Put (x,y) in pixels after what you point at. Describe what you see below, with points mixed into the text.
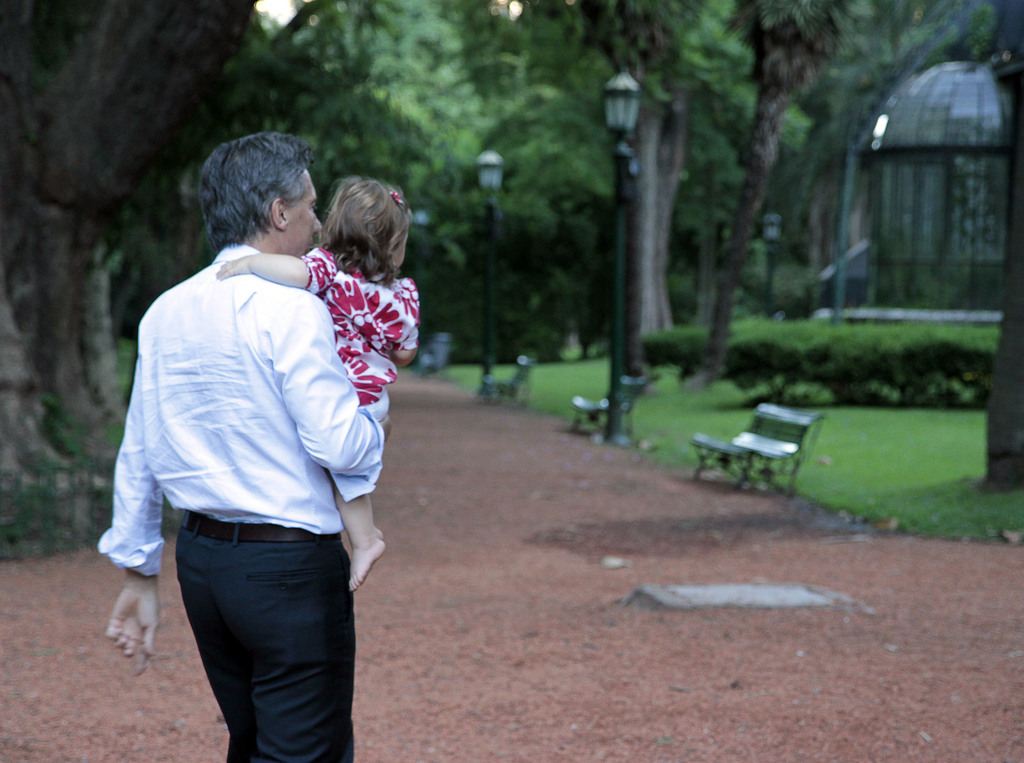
In the image we can see there is a man (263,382) standing and he is carrying baby (373,326) in his arms (331,343). There are benches (637,383) kept on the ground (824,532) and there are street light poles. Behind there are trees (668,101), there is a building (903,194) and there is ground (914,455) covered with grass (955,456). Background of the image (755,356) is little blurred.
